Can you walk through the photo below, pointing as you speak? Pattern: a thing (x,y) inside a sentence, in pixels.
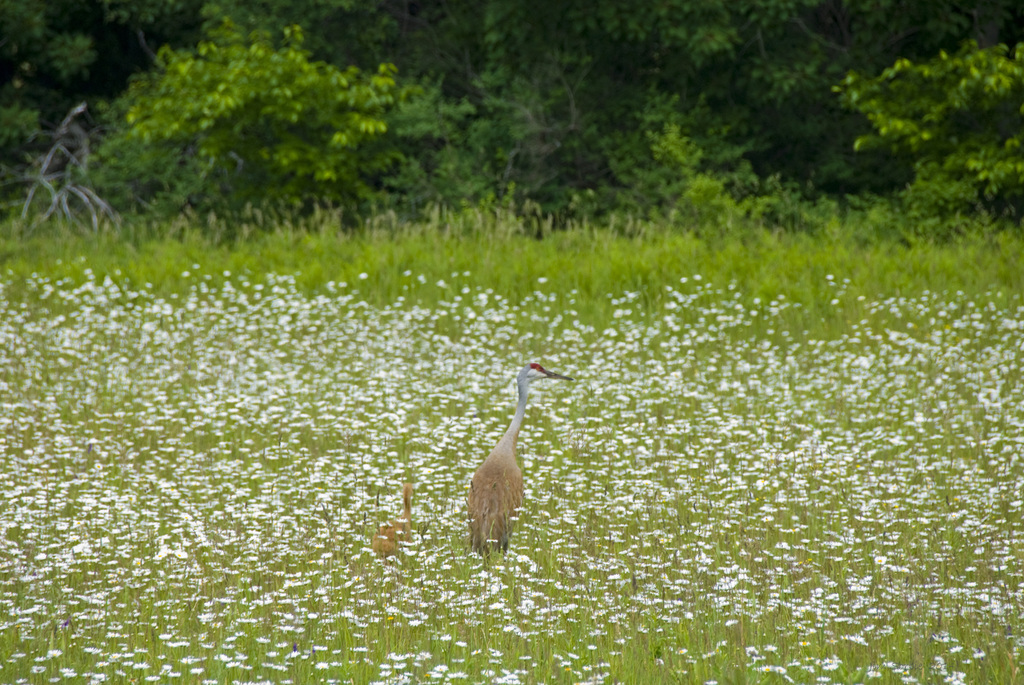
In this image there are some plants (359,436) with some flowers (458,504) at bottom of this image (634,470) and there is a crane (499,517) as we can see in middle of this image (521,394) and there are some trees (512,192) in the background (387,152).
